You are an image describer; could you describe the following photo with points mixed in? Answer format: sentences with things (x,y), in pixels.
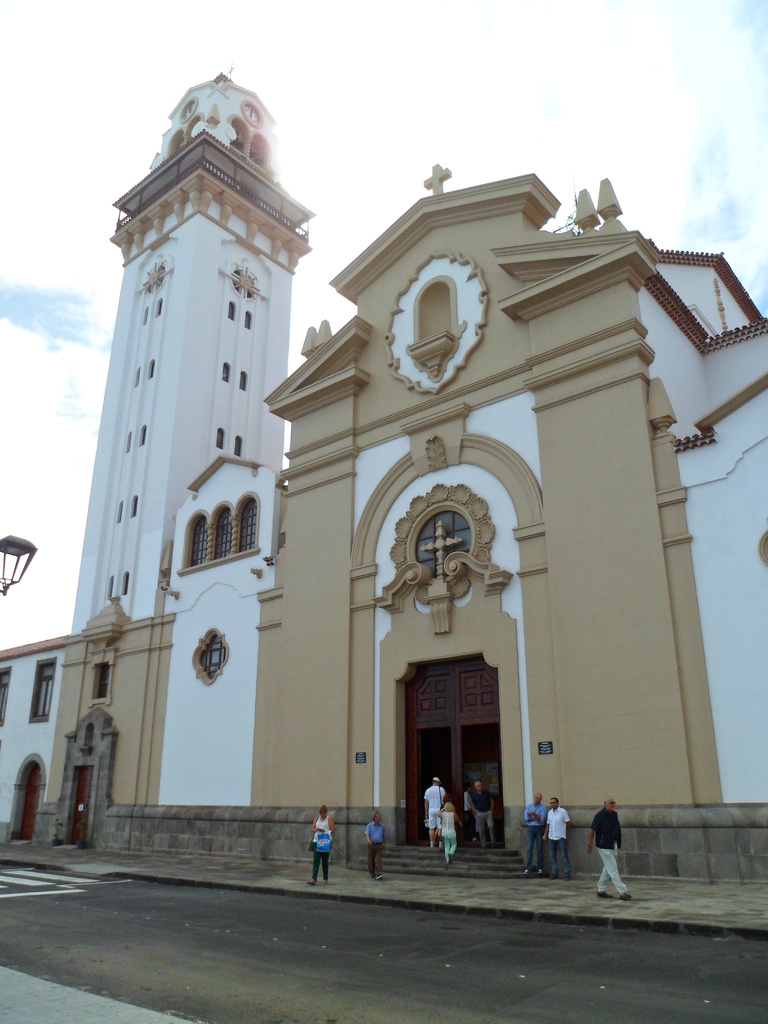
In the picture I can see people (611,856) walking on the sidewalk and on the steps (473,849). Here we can see Church building (362,741), I can see road (152,970) and the cloudy sky (626,88) in the background (672,78).
